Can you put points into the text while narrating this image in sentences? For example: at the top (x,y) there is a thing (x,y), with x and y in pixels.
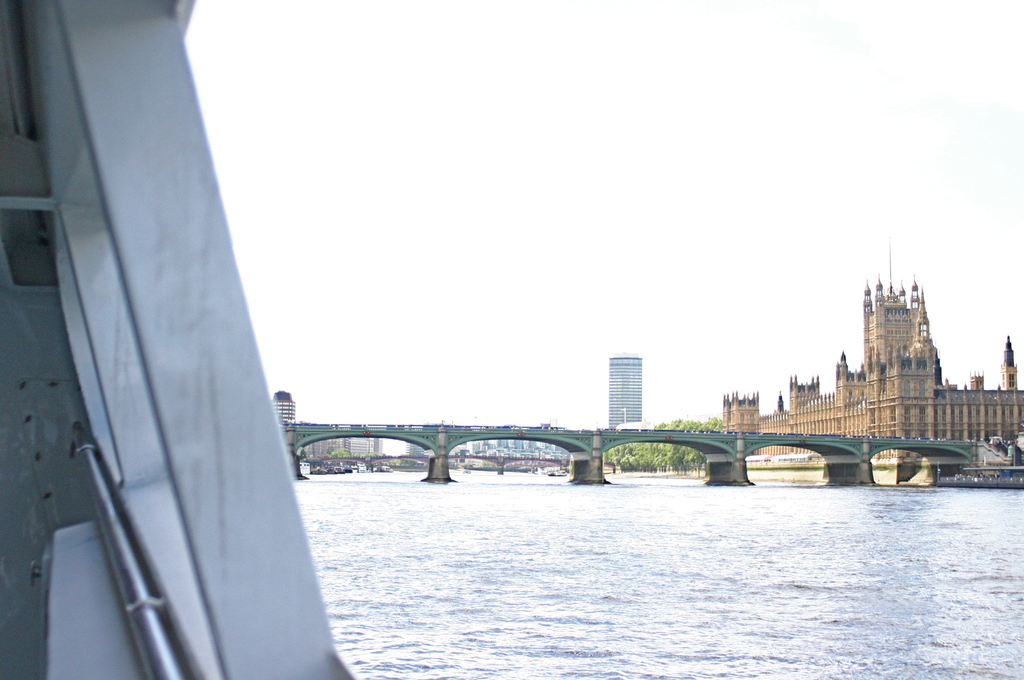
In this image I can see water (574,518) and over it I can see a bridge (700,443). In the background (786,415) I can see number of buildings (533,451), few trees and on the left side of this image (28,625) I can see a silver colour thing (33,269).
